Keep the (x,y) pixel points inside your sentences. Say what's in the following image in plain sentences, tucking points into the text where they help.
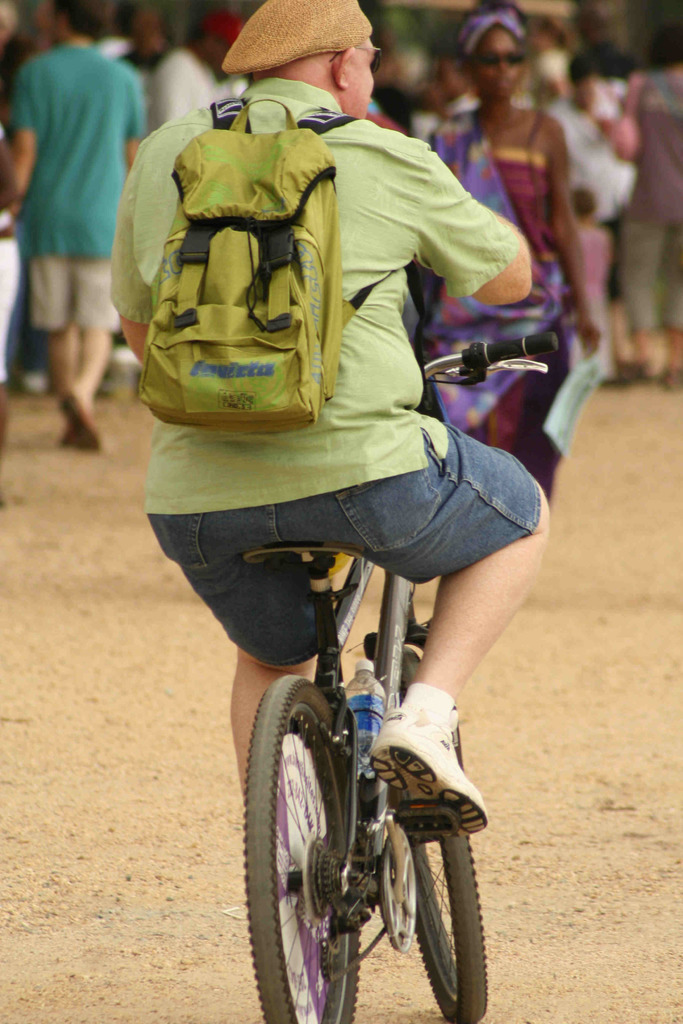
This person (344,440) sitting and riding bicycle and wear bag (263,246) and cap (280,8). In front of this person (314,62) we can see few persons (639,100).
